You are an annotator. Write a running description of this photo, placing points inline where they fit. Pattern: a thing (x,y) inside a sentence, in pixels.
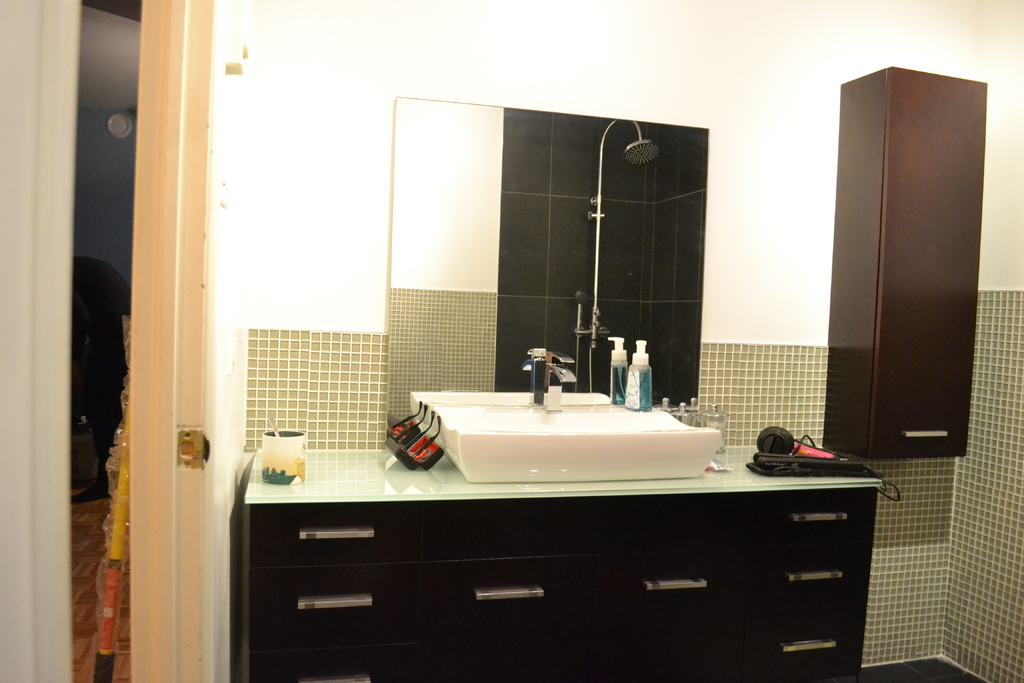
In this picture there is a sanitary equipment (509,449) in the center of the image (526,438) and there is a mirror (615,226) in the image, there are cupboards (556,601) at the bottom (547,632) and on the right side of the image (773,536), there is a door (26,17) on the left side of the image (133,340) and there is a cup (267,481) in the image.
